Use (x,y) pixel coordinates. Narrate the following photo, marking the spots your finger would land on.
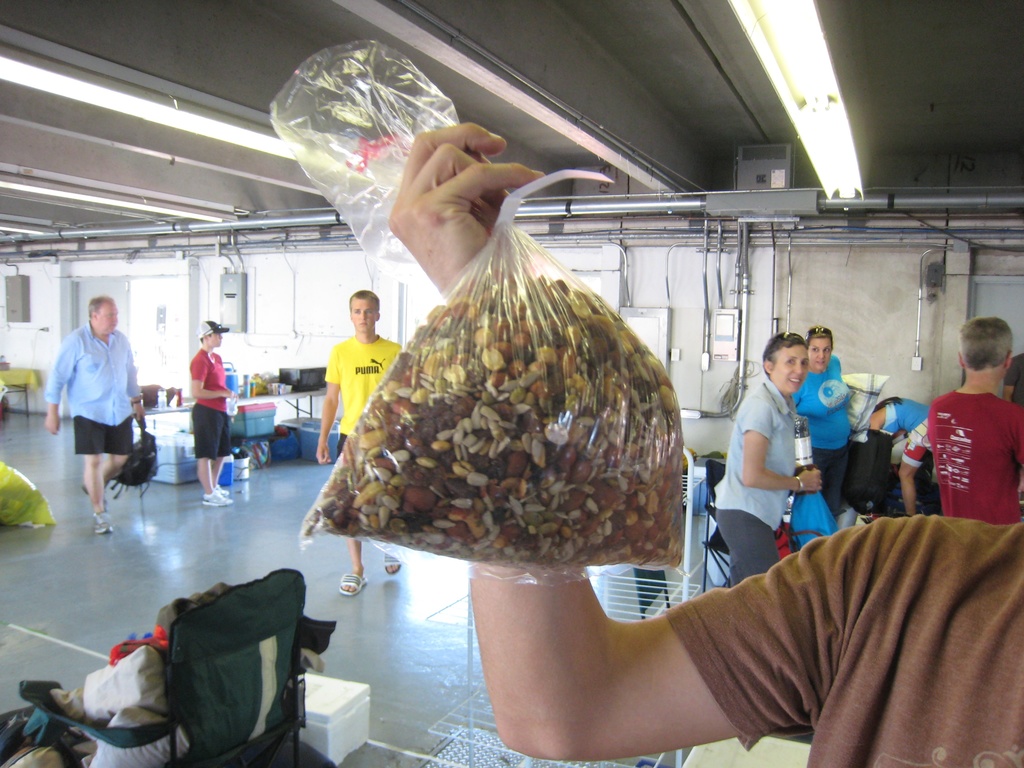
On the right (818,662) we can see a person (735,644) is holding a packet (591,373) with nuts (496,370) and other items (470,403) in it. In the background (127,377) there are few persons (341,356) standing and walking on the floor (152,574), bags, rack stand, boxes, pipes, poles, lights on the roof top (40,157), electronic devices (293,371) and other objects (117,678).
